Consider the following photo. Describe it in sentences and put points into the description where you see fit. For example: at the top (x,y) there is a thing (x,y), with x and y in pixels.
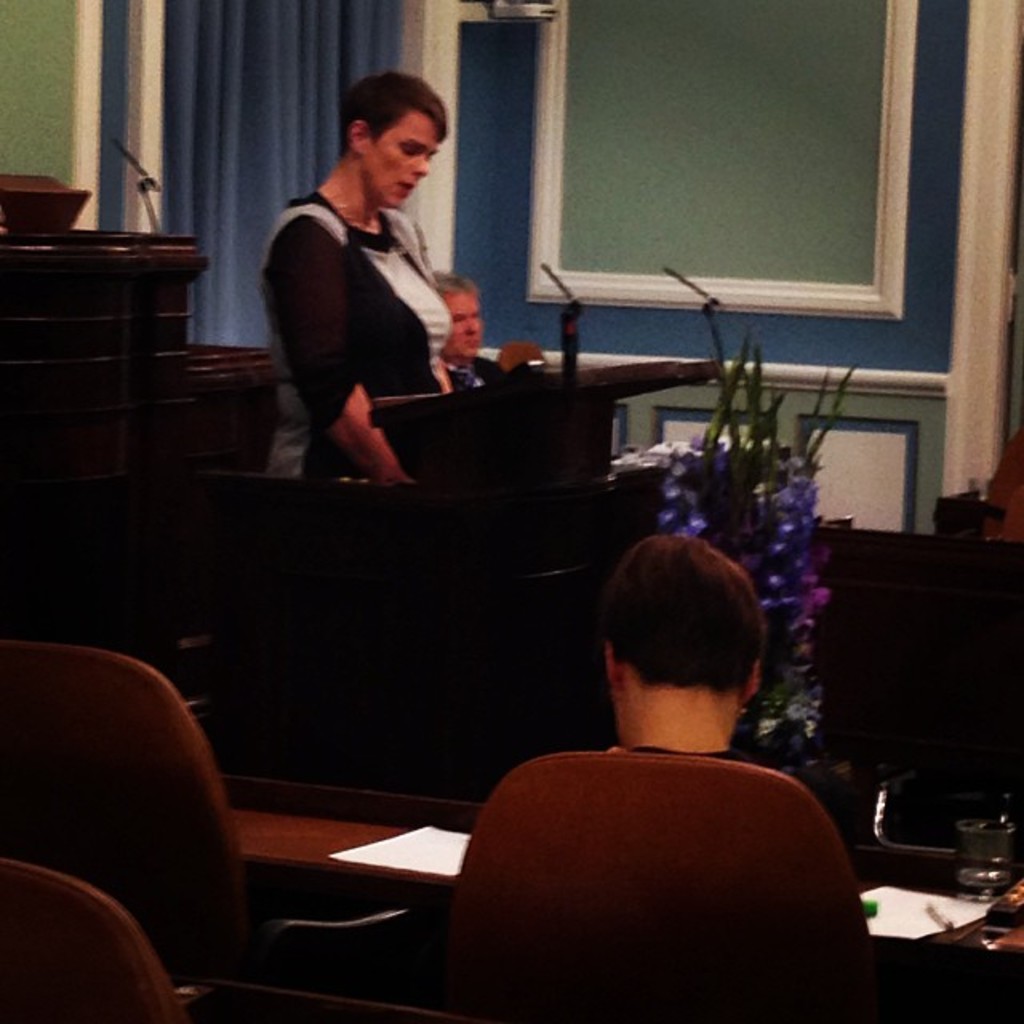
In this picture we can see there are two people (647,687) sitting on chairs (630,774) and a person (332,240) is standing behind the podium (415,412). On the right side of the podium (449,416) there is a decorative plant (784,569). Behind the people (405,336) there is a wall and on the left side of the people (376,353) there are chairs (213,954) and a table (296,863) and on the table (317,847) there are papers (924,898) and a glass (983,863).
